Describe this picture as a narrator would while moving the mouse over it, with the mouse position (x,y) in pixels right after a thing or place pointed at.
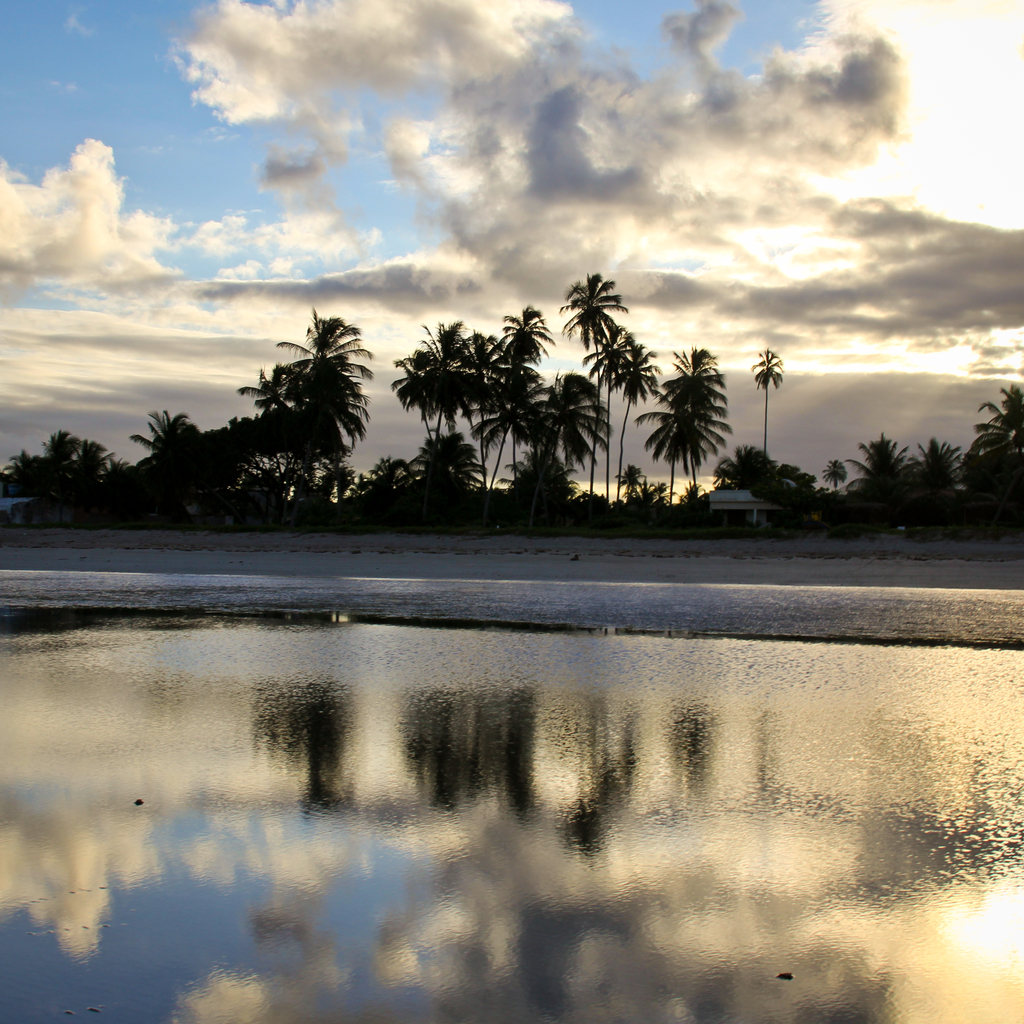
In this image in the foreground (422,733) there is water body (321,794). In the background (475,426) there are trees (903,482), buildings (737,494). The sky (520,458) is cloudy.
